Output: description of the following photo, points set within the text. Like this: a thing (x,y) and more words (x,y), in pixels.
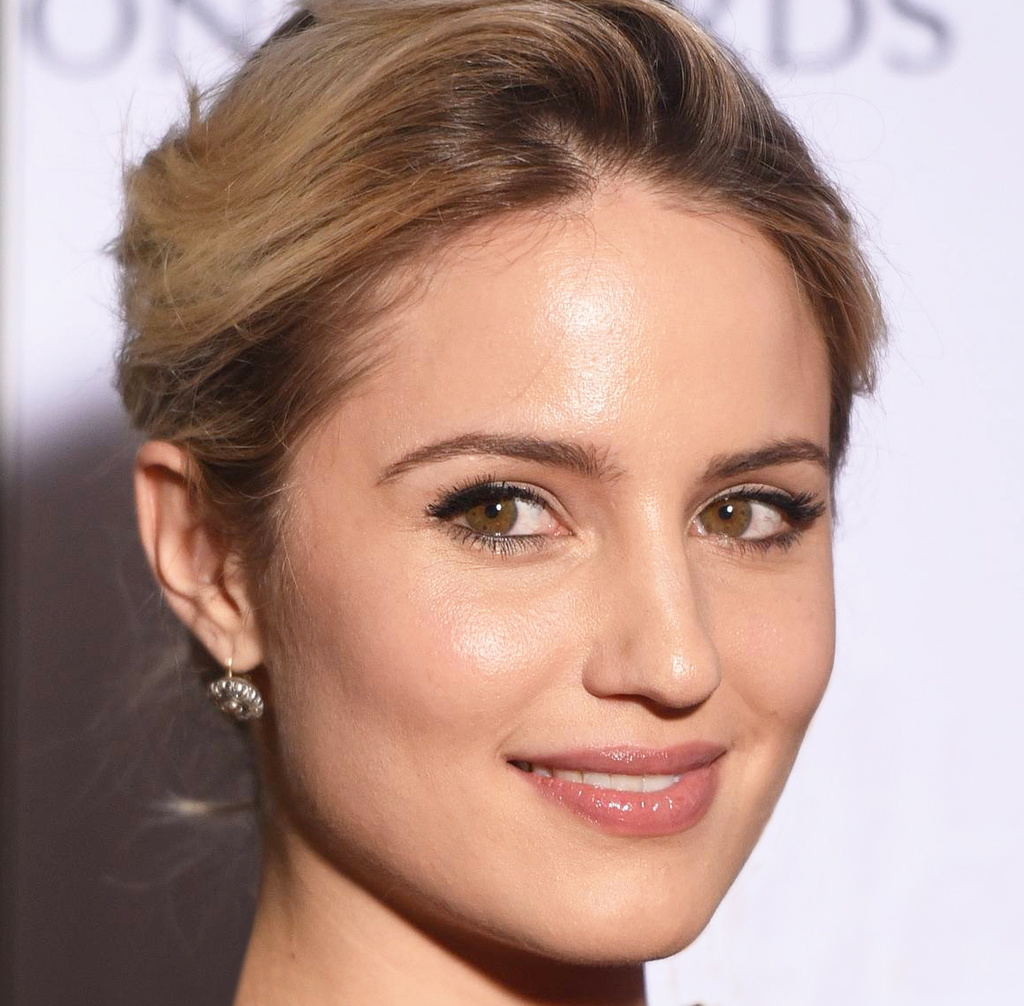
In this image we can see persons face (524,716) and white background (965,207) with text (113,55).
